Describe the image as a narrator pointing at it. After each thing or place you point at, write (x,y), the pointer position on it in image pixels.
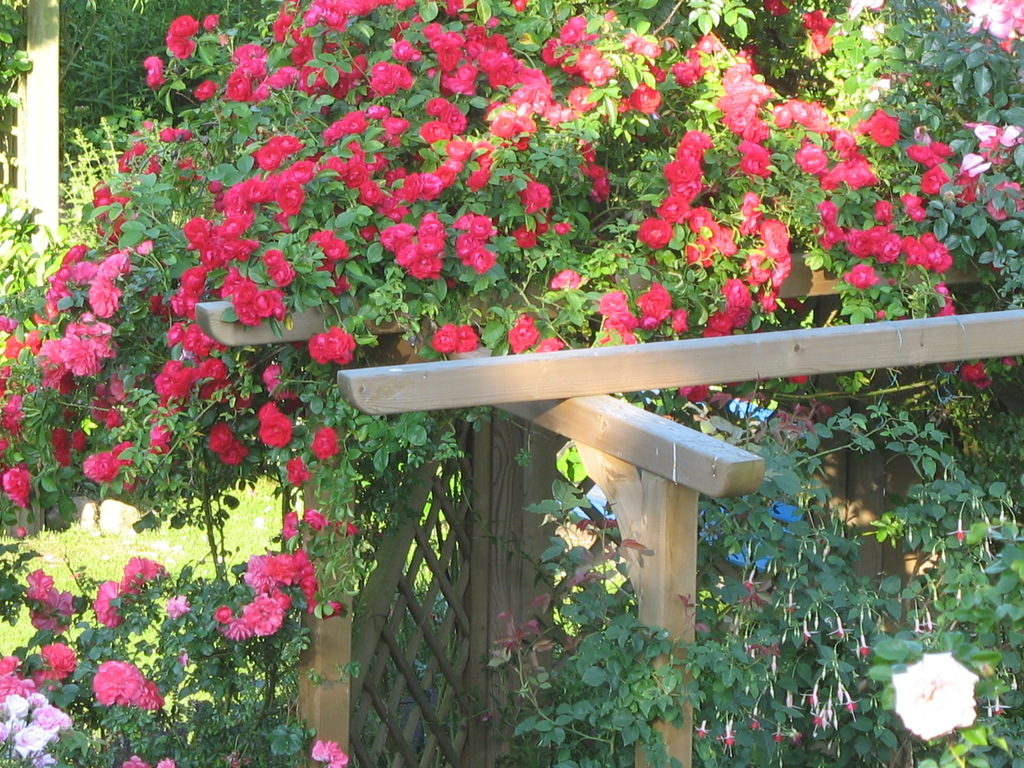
In this image there is a garden (440,337) in which there are plants (371,297) with flowers (585,149). At the bottom (840,668) there are few other plants (840,668) with small flowers (842,684). In the middle (427,387) there is a wooden fence (601,397).
